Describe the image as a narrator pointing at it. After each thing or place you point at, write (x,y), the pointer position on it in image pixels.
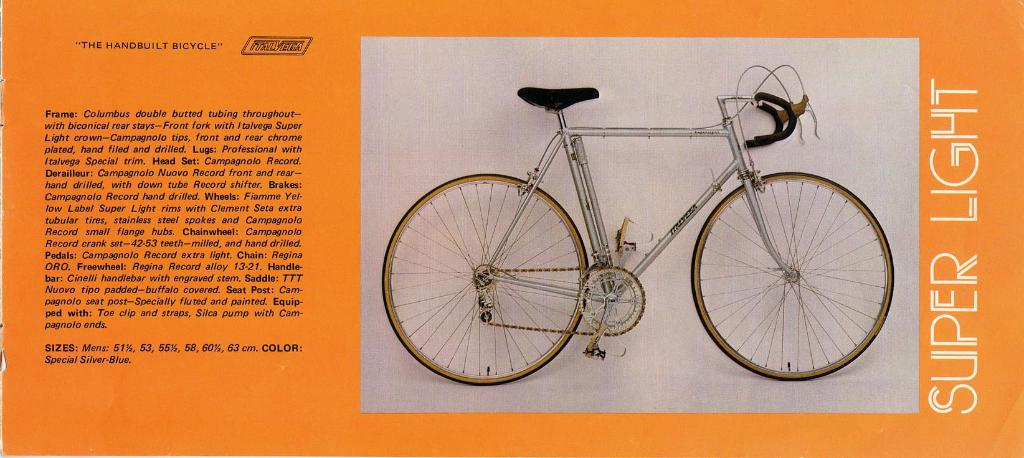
In this image we can see the picture (445,273) of a bicycle (489,309) and some text (175,345) beside it.
